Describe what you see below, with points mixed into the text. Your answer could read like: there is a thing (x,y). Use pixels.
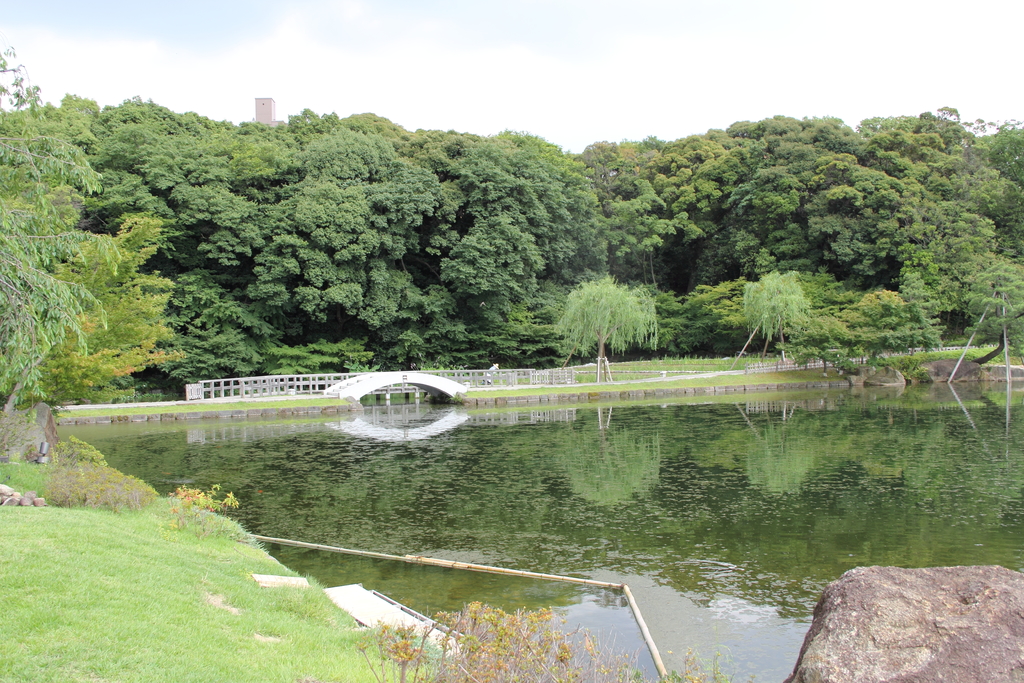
In this image there is lake (761,425), on that lake (137,453) there is a bridge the lake (117,444) is surrounded with trees (309,266) in the background (946,39) there is a sky (568,40).
